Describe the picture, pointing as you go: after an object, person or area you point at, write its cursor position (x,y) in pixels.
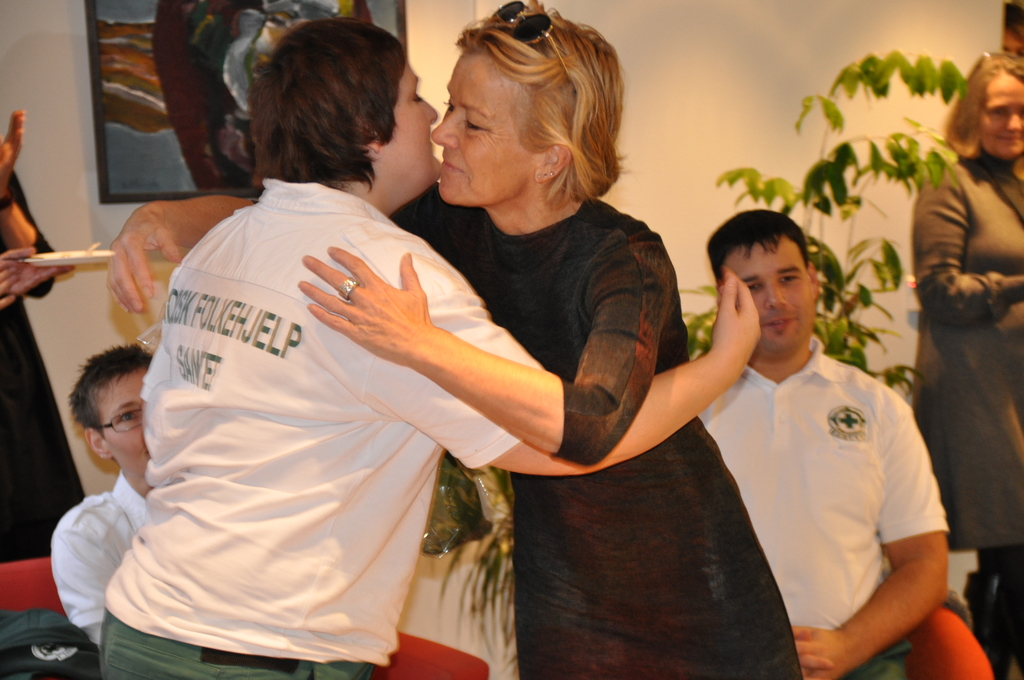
In this image we can see the people (506,143) standing. We can also see the persons (84,397) sitting on the chairs (948,618). In the background (884,310) we can see the house plant (941,143) and also the frame (181,13) attached to the wall (705,116). On the left (6,400) we can see a person (58,416) holding the plate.
